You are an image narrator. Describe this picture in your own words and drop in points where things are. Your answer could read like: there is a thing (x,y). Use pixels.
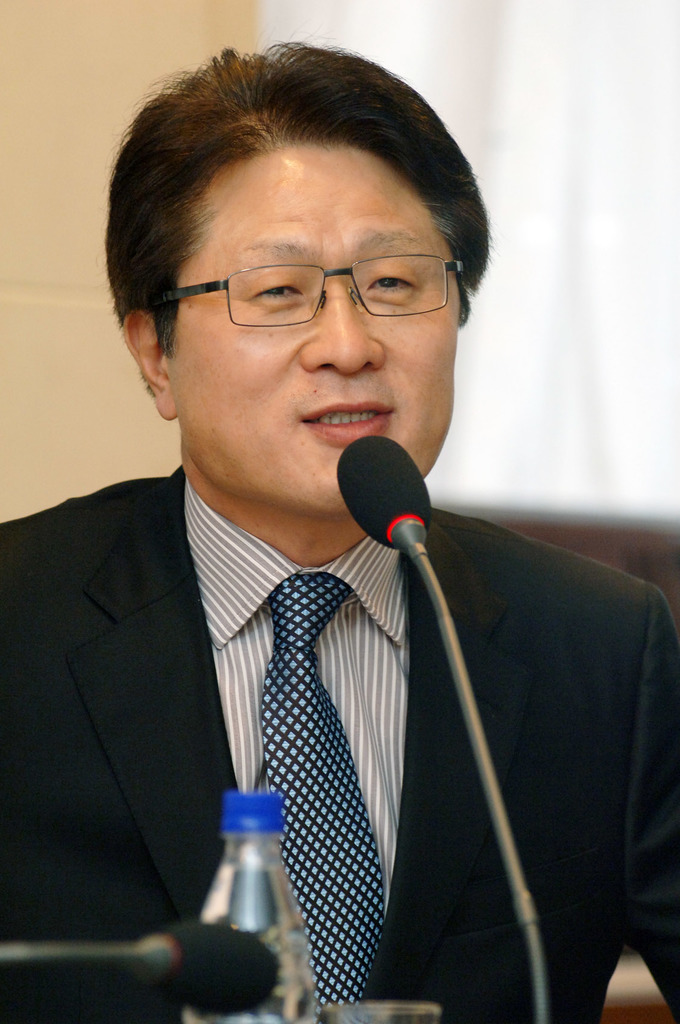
In this image we can see a person (59,778). He is wearing a suit (108,657) and he is speaking on a microphone (412,509). Here we can see a water bottle (309,957).
